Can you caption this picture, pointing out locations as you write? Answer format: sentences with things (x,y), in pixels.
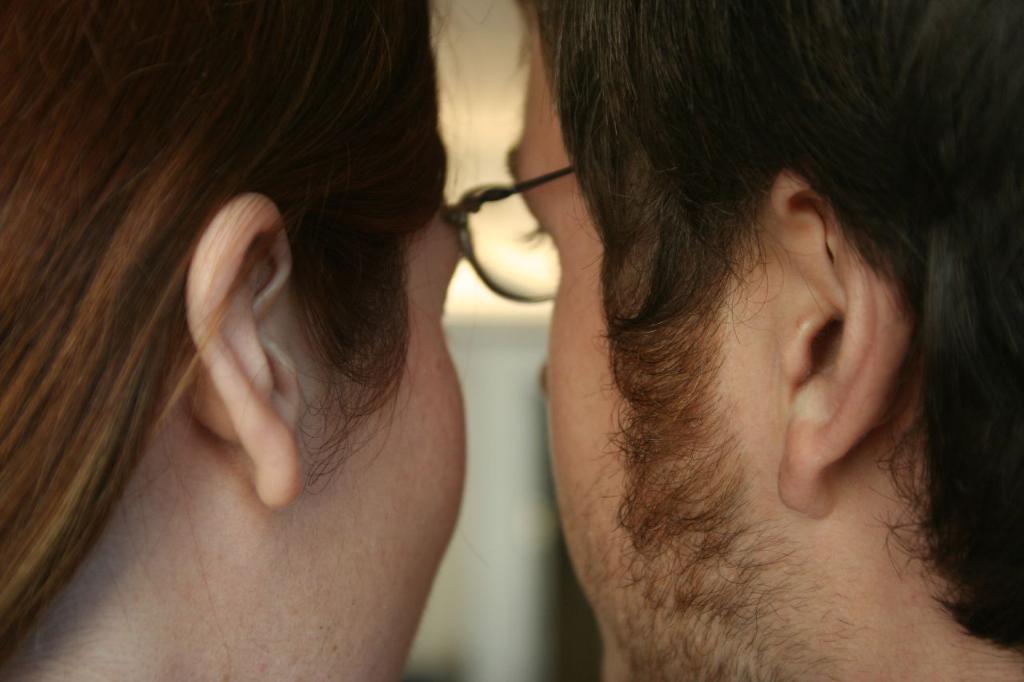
In this image I can see two people (368,475) and I can see one person (543,217) with the specs (474,265). And there is a blurred background (460,310).
